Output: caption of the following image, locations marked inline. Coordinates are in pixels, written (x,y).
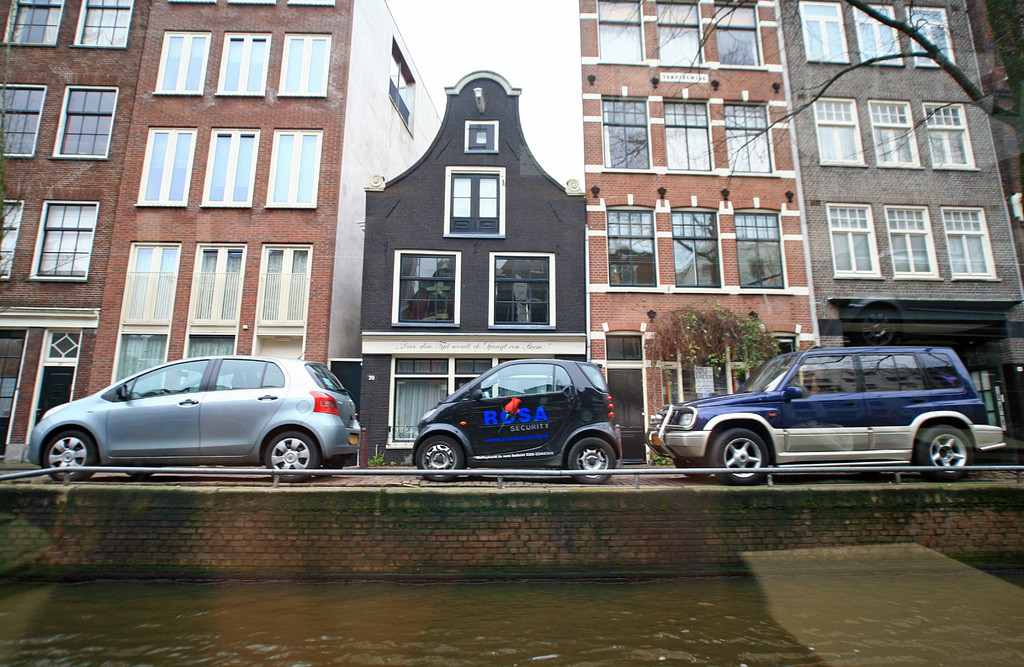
In this image, we can see a few buildings (766,270), vehicles (493,408). We can see the ground (383,468). There are a few trees (709,348). We can see some water (22,630) and the sky (546,49).
